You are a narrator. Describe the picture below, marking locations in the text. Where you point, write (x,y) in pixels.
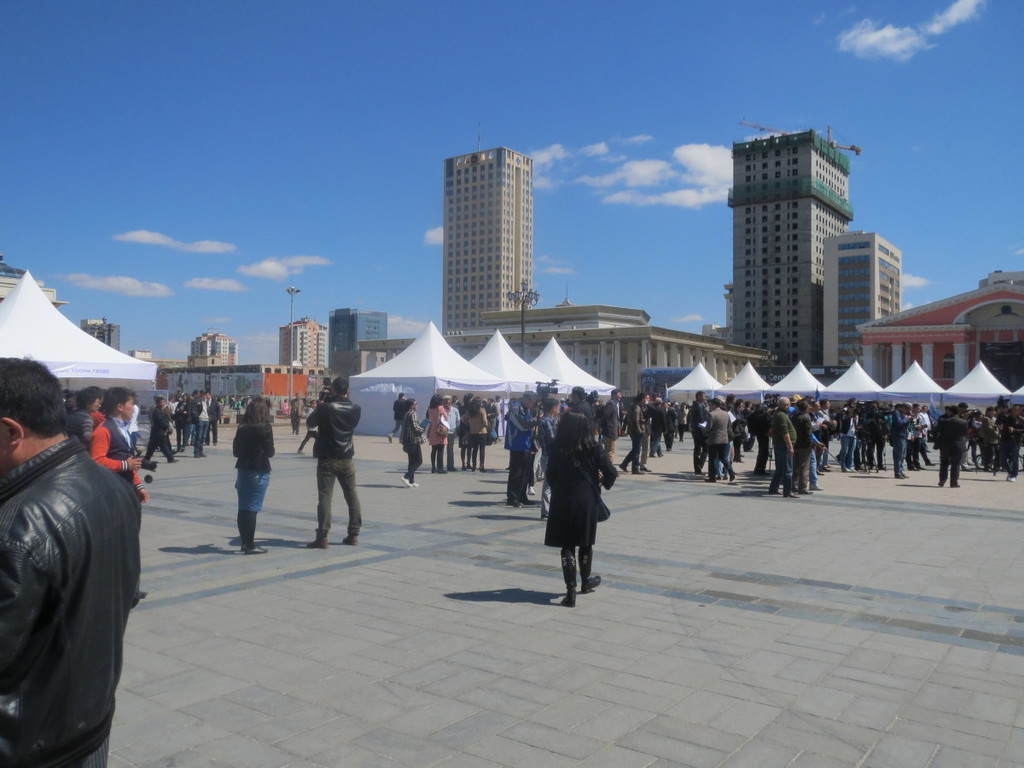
In this picture I can observe few people (259,450) walking on the land (234,489). In the background (821,392) I can observe tents (408,375) and buildings (451,344). There are some clouds (602,181) in the sky (287,138).
